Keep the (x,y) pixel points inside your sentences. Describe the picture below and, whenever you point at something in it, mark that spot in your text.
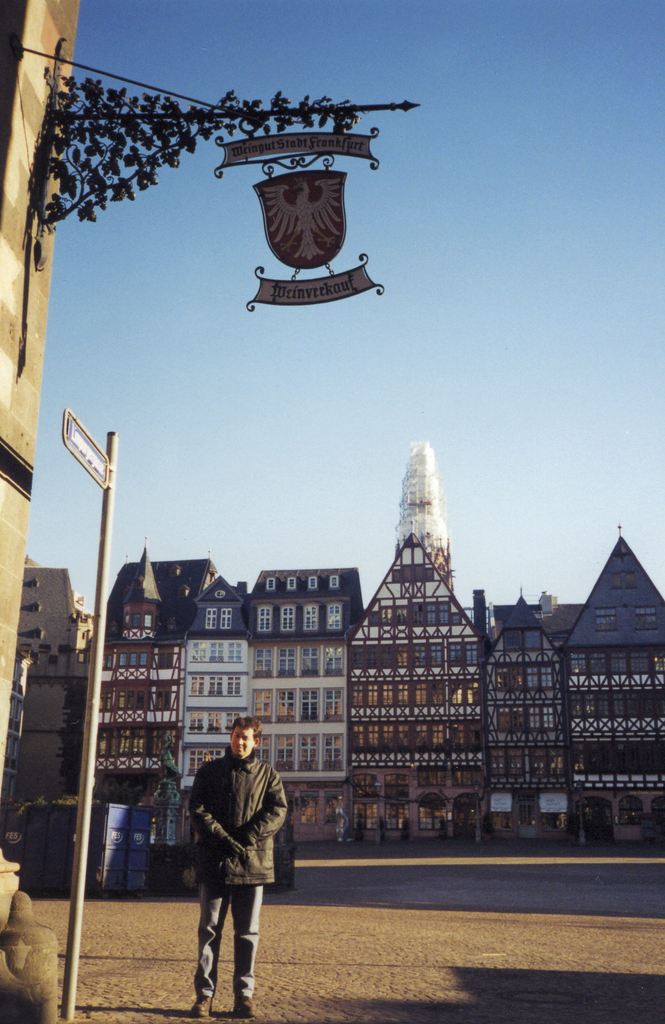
In this image we can see a person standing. And we can see the buildings (265,628) and windows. And we can see a logo (258,198) and the name board (99,470). And we can see the sky (385,340).
